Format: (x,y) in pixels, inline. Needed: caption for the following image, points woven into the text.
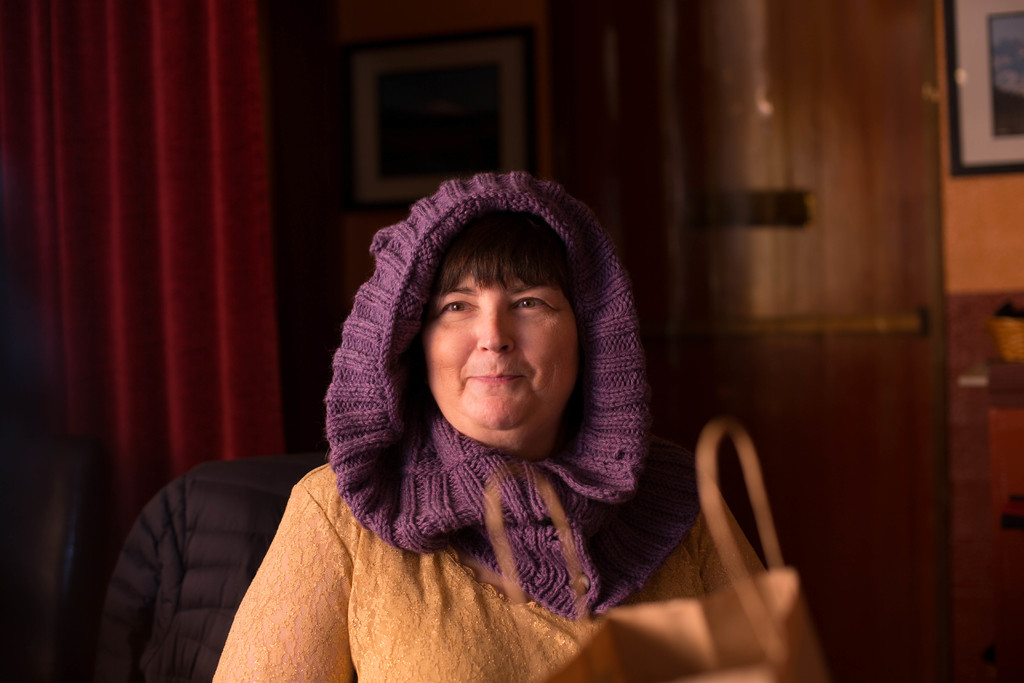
In the image we can see there is a person (382,567) sitting on the chair (227,562) and she tied woolen head muffler (365,488) on the head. Behind there are photo frames (458,148) on the wall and there is a red curtain (175,199). In front there is a bag (777,579).
